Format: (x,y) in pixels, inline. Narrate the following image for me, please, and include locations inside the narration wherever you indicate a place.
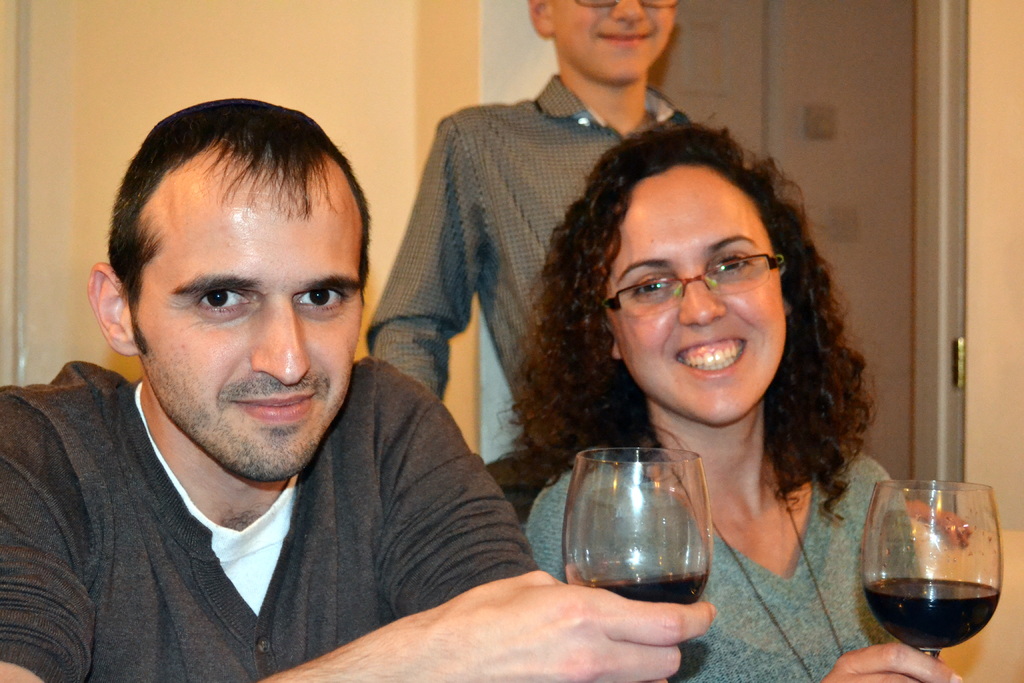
2 people (717,526) are sitting holding a glass (646,561) in their hand (677,627). the person (700,617) at the left (334,392) is wearing black t shirt (403,518). the person (773,485) at the right (816,613) is wearing a green t shirt (752,603) and smiling. behind them a person (536,117) is standing. at the back (745,102) there is a door (819,49) and a cream wall (310,67).
